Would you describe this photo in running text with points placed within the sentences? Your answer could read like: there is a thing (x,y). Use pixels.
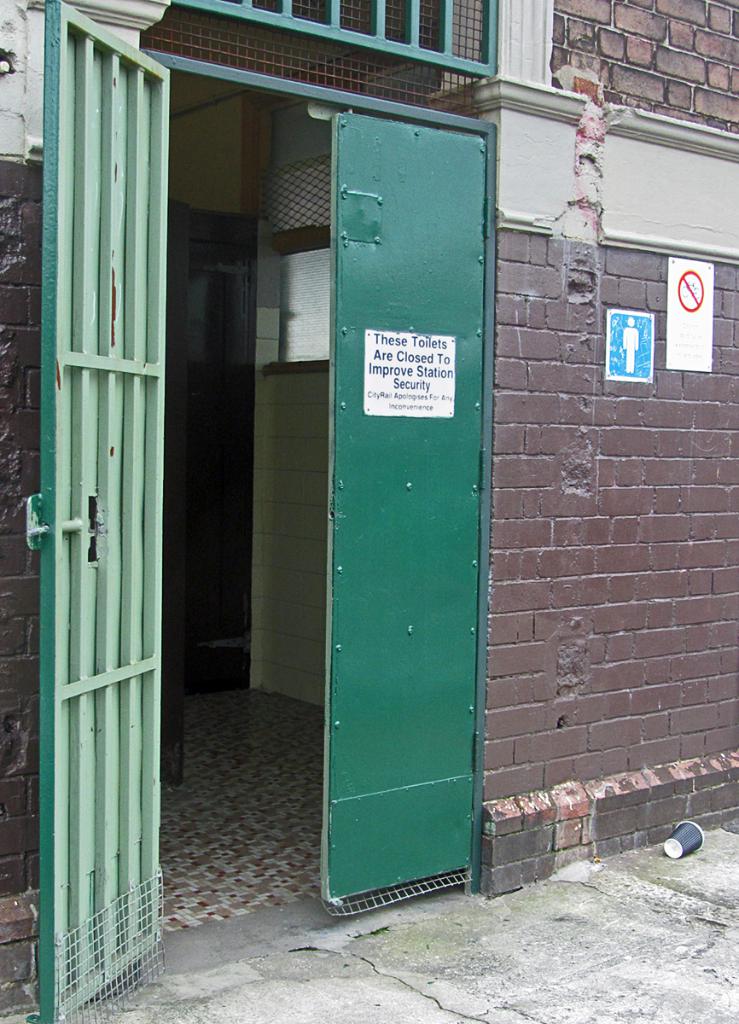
In this image I can see a building (576,497) which is cream and brown in color which is made up of bricks (582,568). I can see few boards (637,381) attached to the building (644,306) and a green colored gate (374,280) to which a white colored poster (413,400) is attached. On the floor (649,907) I can see a glass (692,829) which is black and white in color.
